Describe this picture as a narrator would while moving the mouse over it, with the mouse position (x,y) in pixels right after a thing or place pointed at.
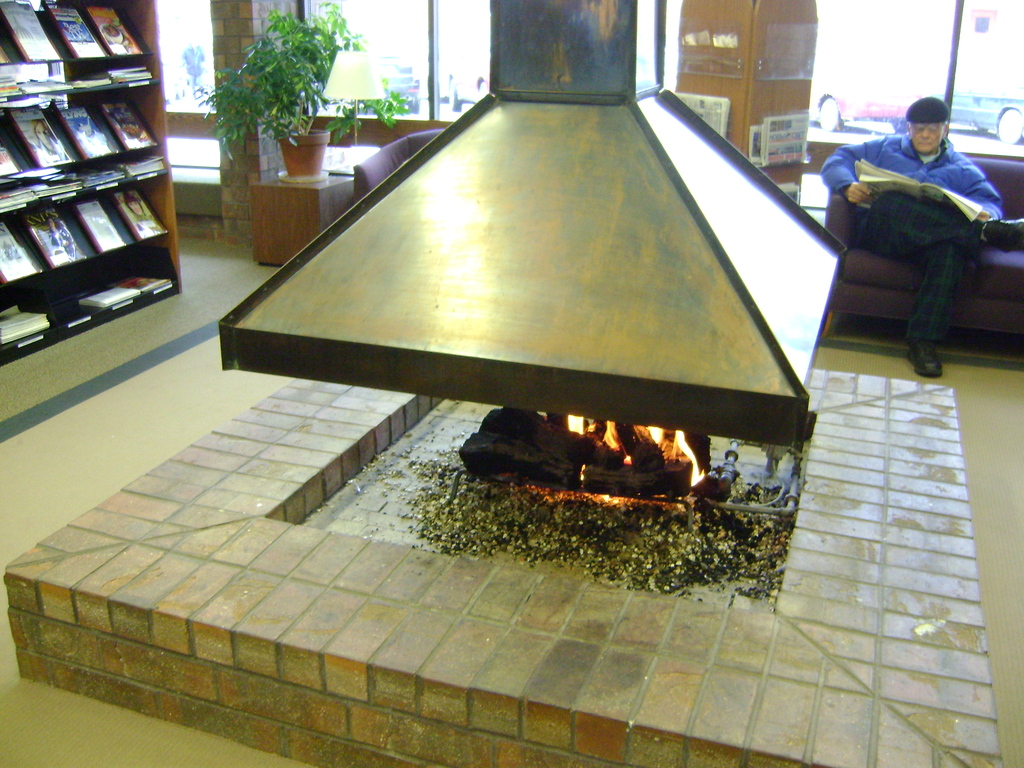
In the image there is a brick platform (429,596) with fire (611,438). Above the fire (640,483) there is a chimney (420,221). On the left side of the image (104,215) there is a cupboard (97,260) with books (61,147) in it. On the right side of the image (883,296) there is a man (940,273) sitting on the sofa (999,308) and holding the paper (871,185) in his hand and there is a hat (925,100) on his head (925,100). In the background (343,120) there is a pot (318,143) with plant (259,49) on the wooden item (272,224) and also there is a sofa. There are glass doors (960,67). Behind the glass door (966,117) on the right side (981,102) there are cars (984,117).
